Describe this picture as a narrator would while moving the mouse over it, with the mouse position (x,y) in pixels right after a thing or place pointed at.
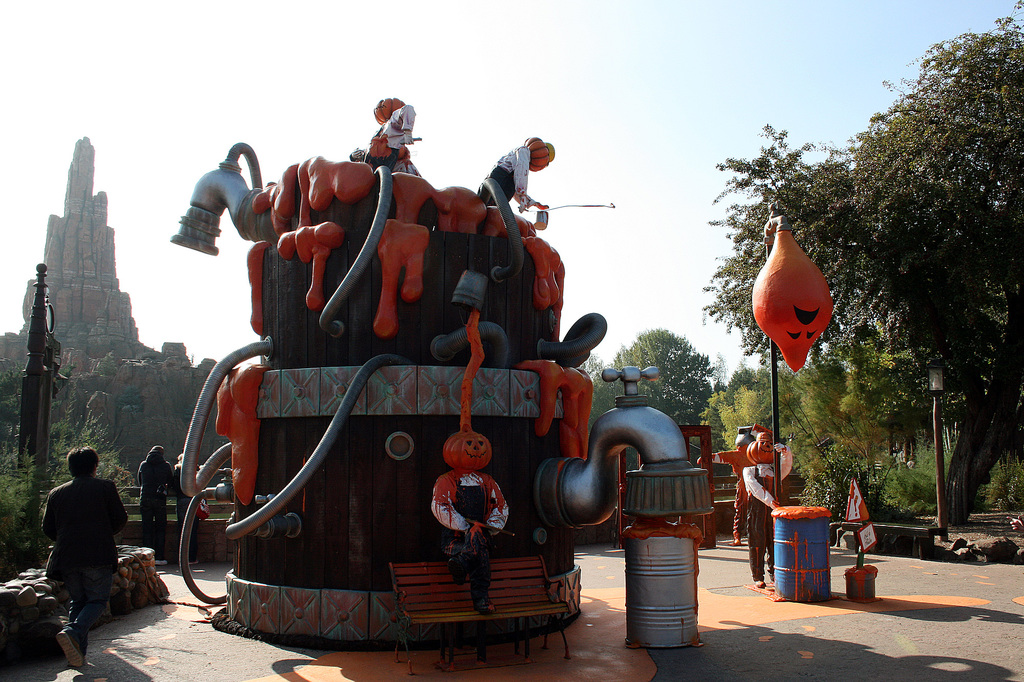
In the center of the image (489,298) there is a structure (473,351) on which there are depictions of persons (474,515). There are people (164,513) standing. There are drums (779,533). To the right side of the image (972,316) there are trees (813,244). In the background of the image (196,379) there is a mountain (132,369), sky (358,69). At the bottom of the image (800,664) there is floor (776,673).
